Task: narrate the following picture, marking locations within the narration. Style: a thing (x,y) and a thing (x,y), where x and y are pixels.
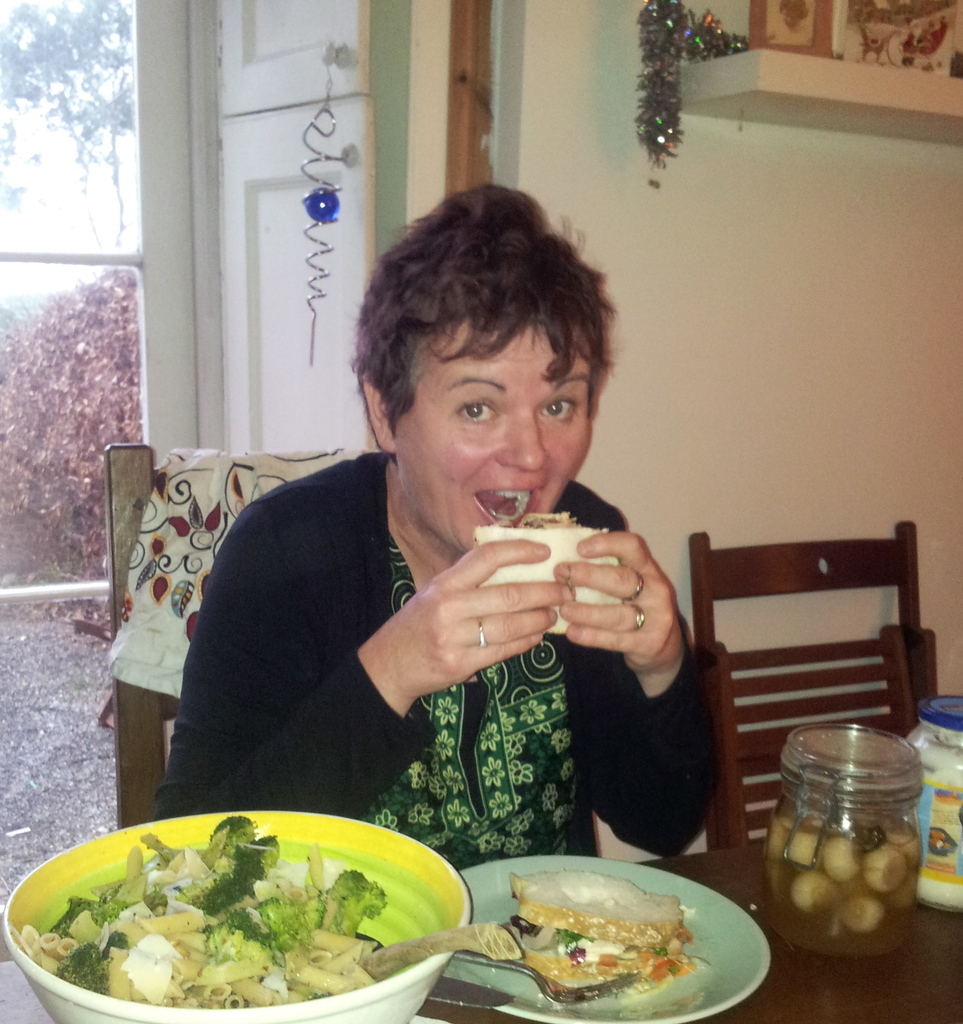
This picture shows a woman (282,682) seated on the chair (161,726) and eating food (521,532) by holding in her hands (639,610) and we see a bowl (407,896) and a plate (696,964) and a jar (877,740) and a sauce bottle (941,893) on the table (708,865).
